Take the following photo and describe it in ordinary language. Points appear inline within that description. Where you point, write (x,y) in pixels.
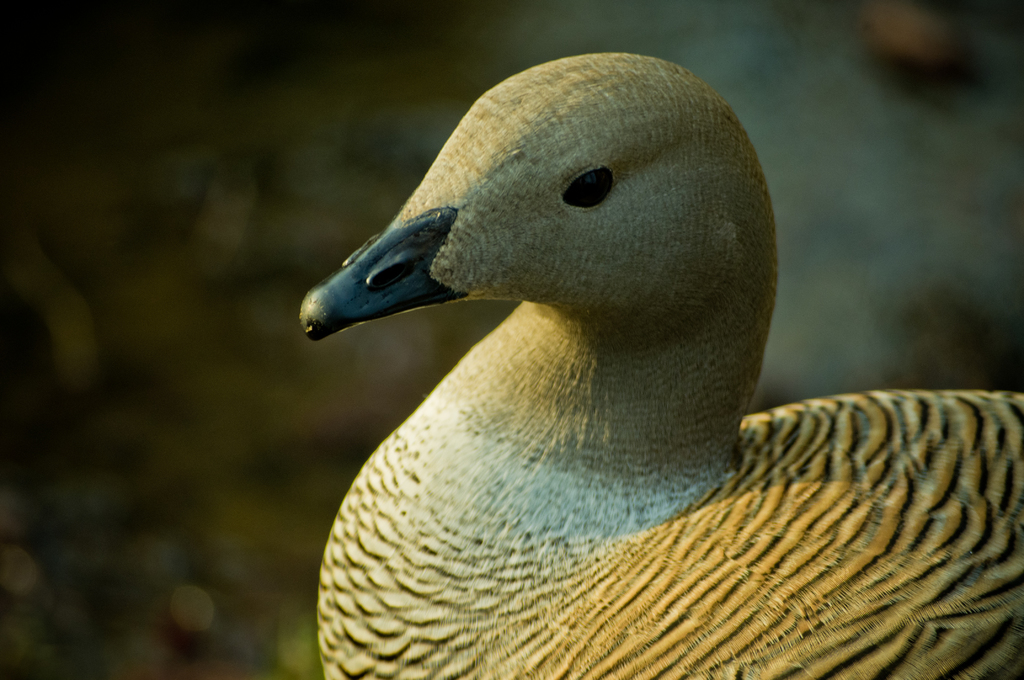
In this image in the foreground (712,435) there is one bird (479,413), in the background (316,192) there is some grass (211,415).
